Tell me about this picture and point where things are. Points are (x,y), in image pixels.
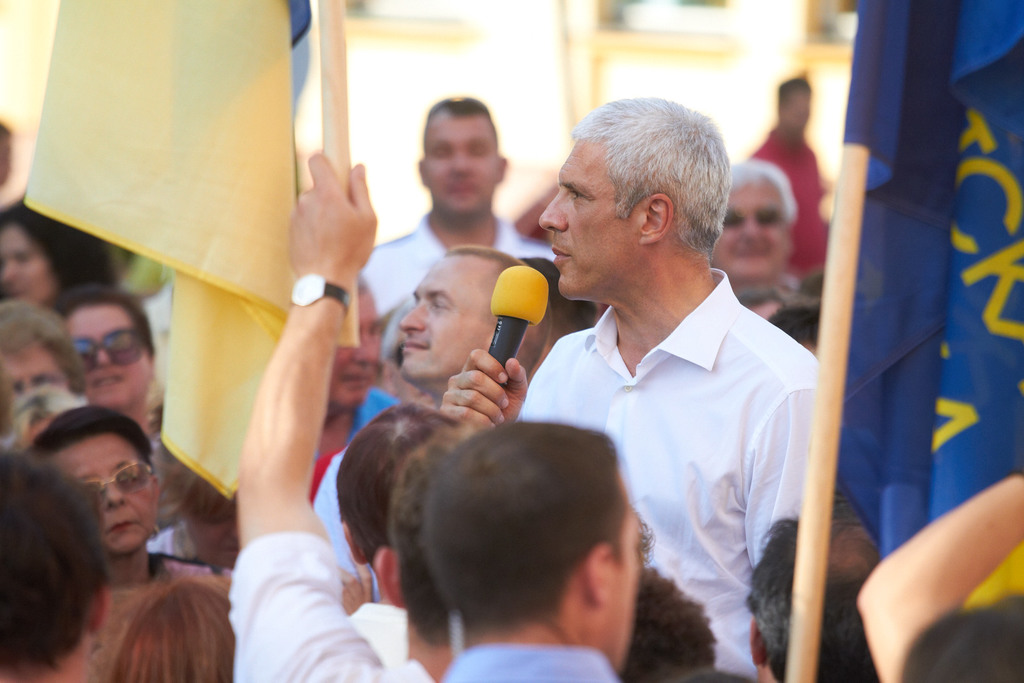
As we can see in the image there is a flag (296,24) and few people (488,166) standing over here and the man (655,258) who is standing here is holding mic (512,346).
